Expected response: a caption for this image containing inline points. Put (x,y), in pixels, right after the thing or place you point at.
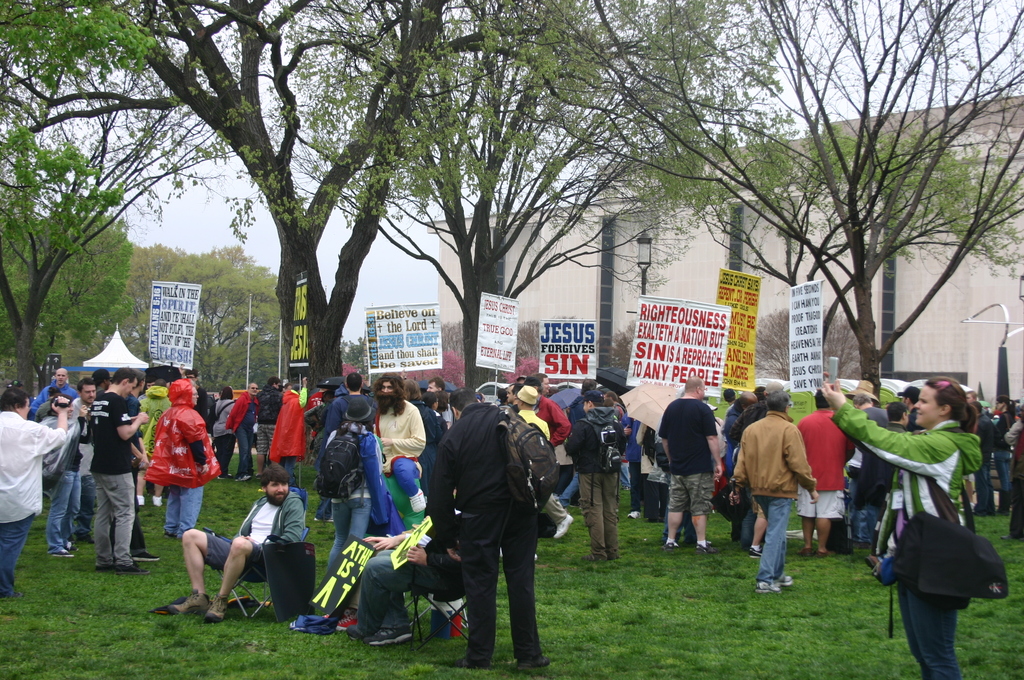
In this image we can see the people (578,449) standing on the grass (210,496) and a few people (269,511) sitting on the chairs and holding boards (353,547) with text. In the background (665,341), we can see the trees (310,325), a house (584,286), boards (403,308) with text (388,336) and sky (541,166).
